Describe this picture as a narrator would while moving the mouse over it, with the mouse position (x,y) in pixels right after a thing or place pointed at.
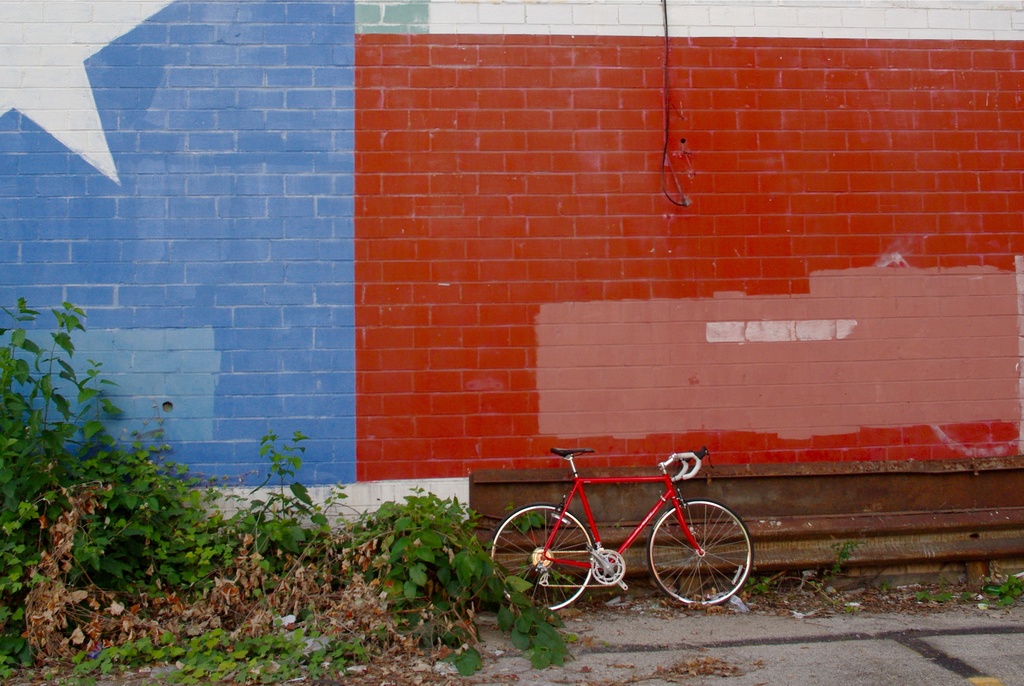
In this image I can see a bicycle (595,530) beside a wall (601,424). Here I can see plants (145,545), Here I can see a brick wall (621,195) which is blue and red in color. I can also see some object (667,75) on the wall (662,103).
